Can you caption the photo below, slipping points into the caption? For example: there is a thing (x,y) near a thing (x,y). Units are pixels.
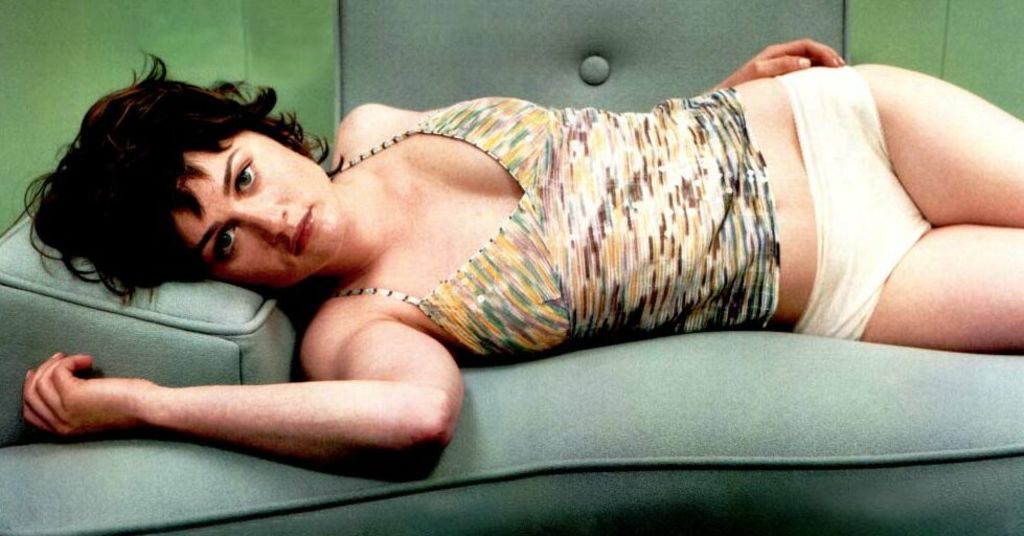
There is one woman (501,304) is lying on the sofa (477,371) as we can see in the middle of this image (457,268).
